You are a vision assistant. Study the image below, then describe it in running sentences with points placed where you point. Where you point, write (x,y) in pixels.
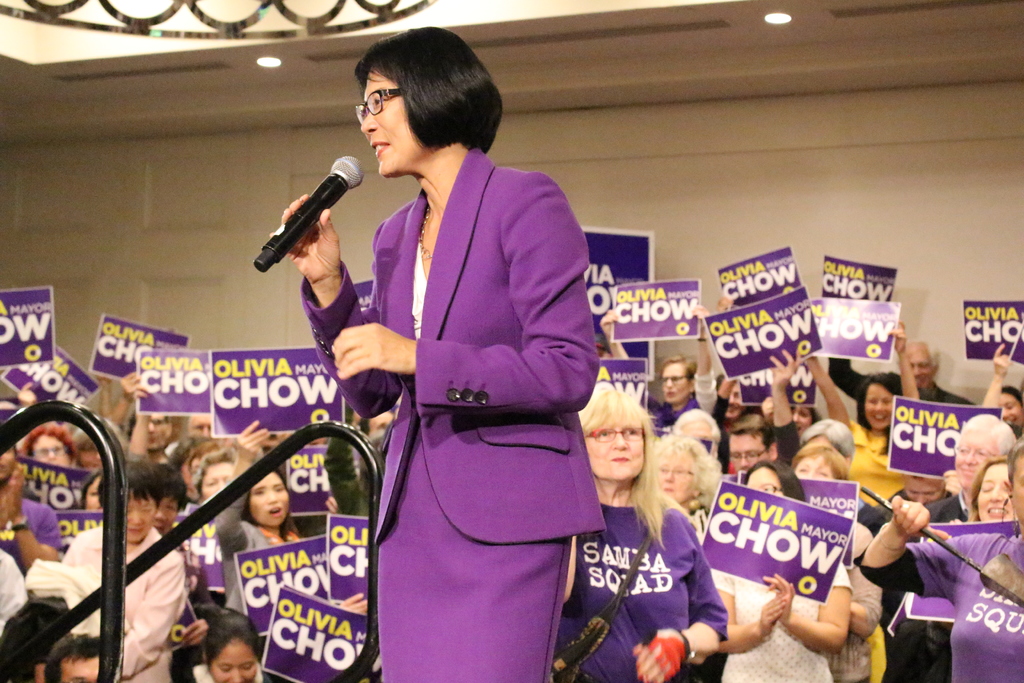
The picture consists of so many people (682,573) standing and holding placards (746,543) in their hands (723,310) and in the center of the picture (365,344) one woman (456,619) is standing in a purple dress (464,379) and holding a microphone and behind the people (764,588) there is a big wall (846,242).
